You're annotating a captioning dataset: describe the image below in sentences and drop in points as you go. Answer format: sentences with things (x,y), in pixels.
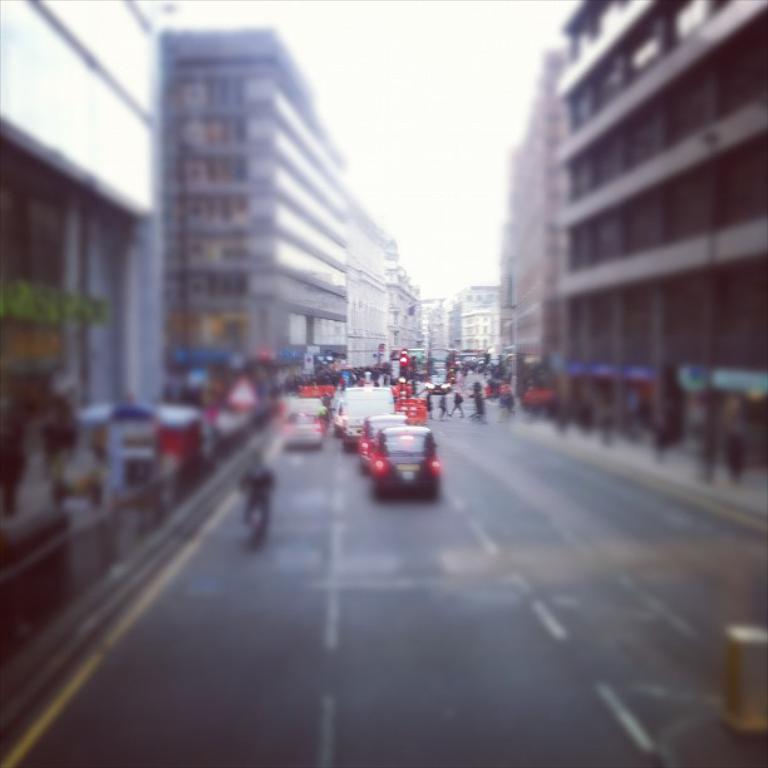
In this image we can see some people (354,383) on the ground (453,401), a group of vehicles (354,427) parked on the ground (438,517), some traffic lights (405,352) and railings (413,402). On the left (172,339) and right side of the image (710,277) we can see the buildings (662,281). At the top of the image (408,19) we can see the sky (350,40).
